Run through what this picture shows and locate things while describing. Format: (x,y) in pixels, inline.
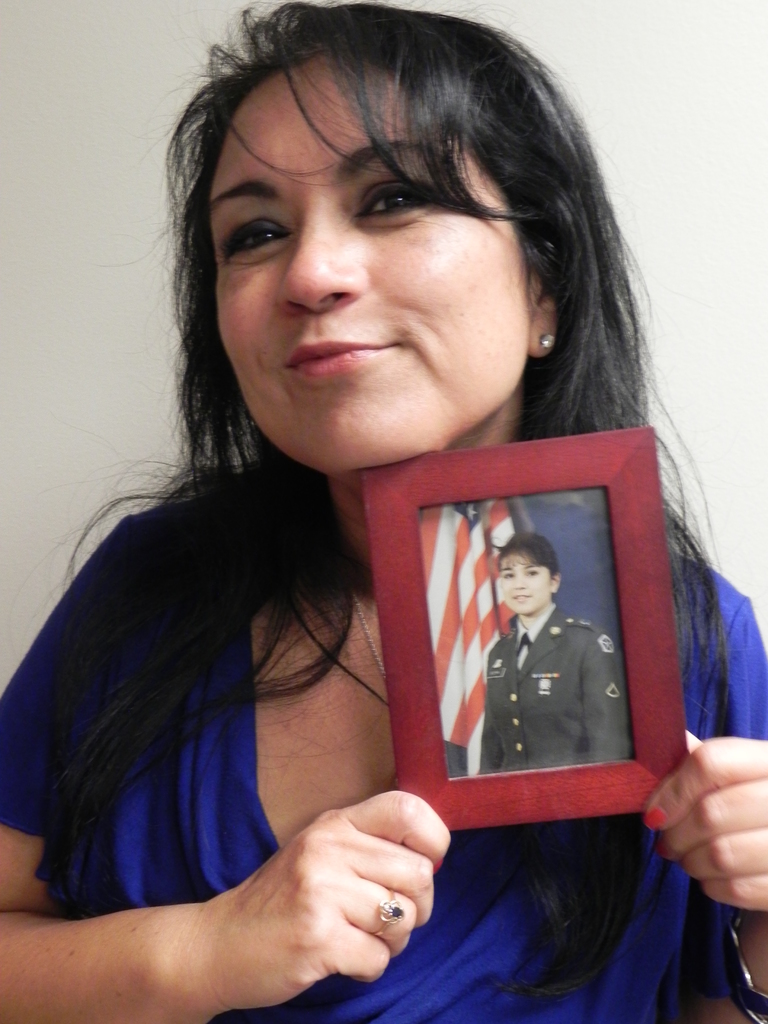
In this image we can see one person (338,269) holding the photo frame (550,677).
